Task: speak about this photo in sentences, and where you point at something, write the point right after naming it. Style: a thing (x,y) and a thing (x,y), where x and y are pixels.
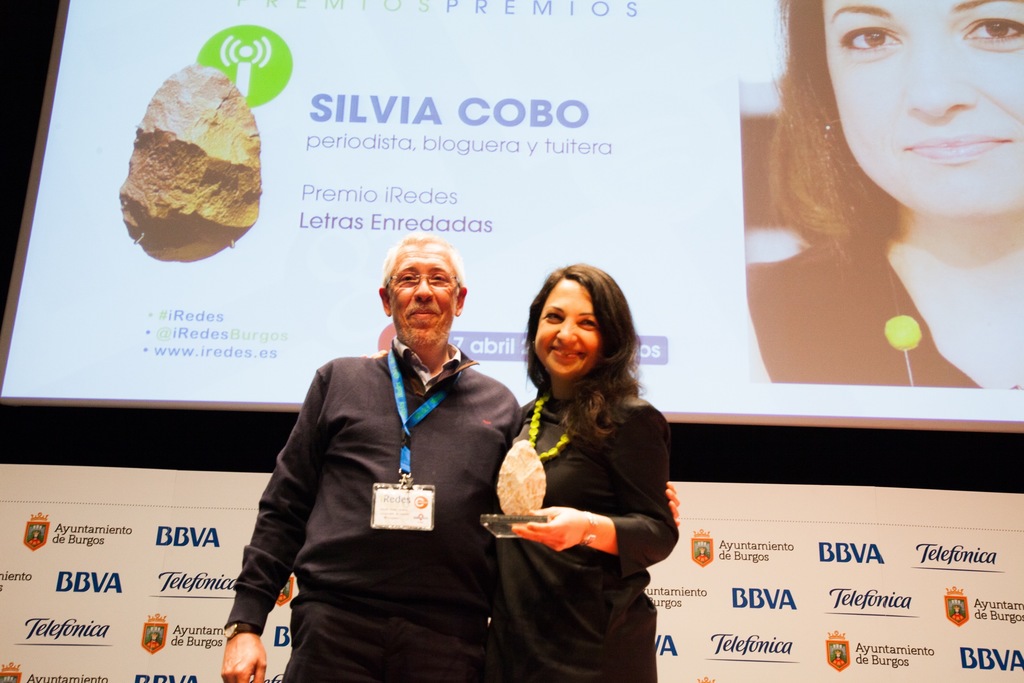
In the image we can see there are people (437,507) standing and a man (285,468) is wearing id card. A woman (555,523) is holding stone trophy (524,497) in her hand (548,534) and behind there are banners (45,669).
